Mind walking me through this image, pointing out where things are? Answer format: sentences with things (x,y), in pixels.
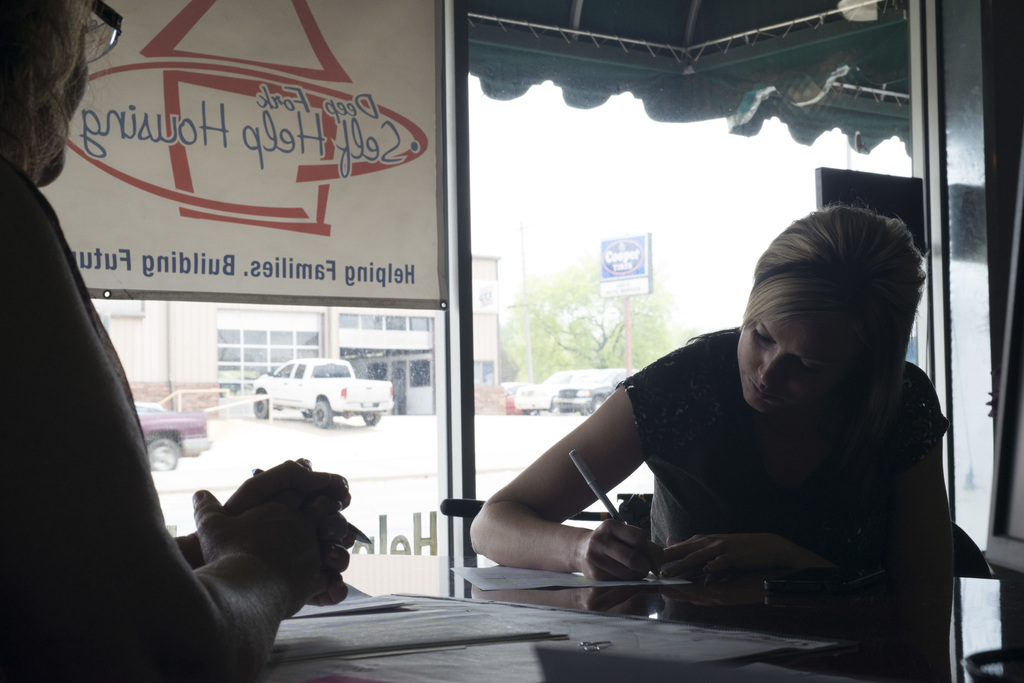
In this image on the right (760,400), there is a woman (780,363), she wears a t shirt (697,415), she is writing something. In the middle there are many papers (468,571). On the left (128,475) there is a person (123,490). In the background (282,314) there are cars (360,407), posters (418,213), door (962,241), glass (970,72), trees (610,308), buildings (424,349) and sky (598,227).
